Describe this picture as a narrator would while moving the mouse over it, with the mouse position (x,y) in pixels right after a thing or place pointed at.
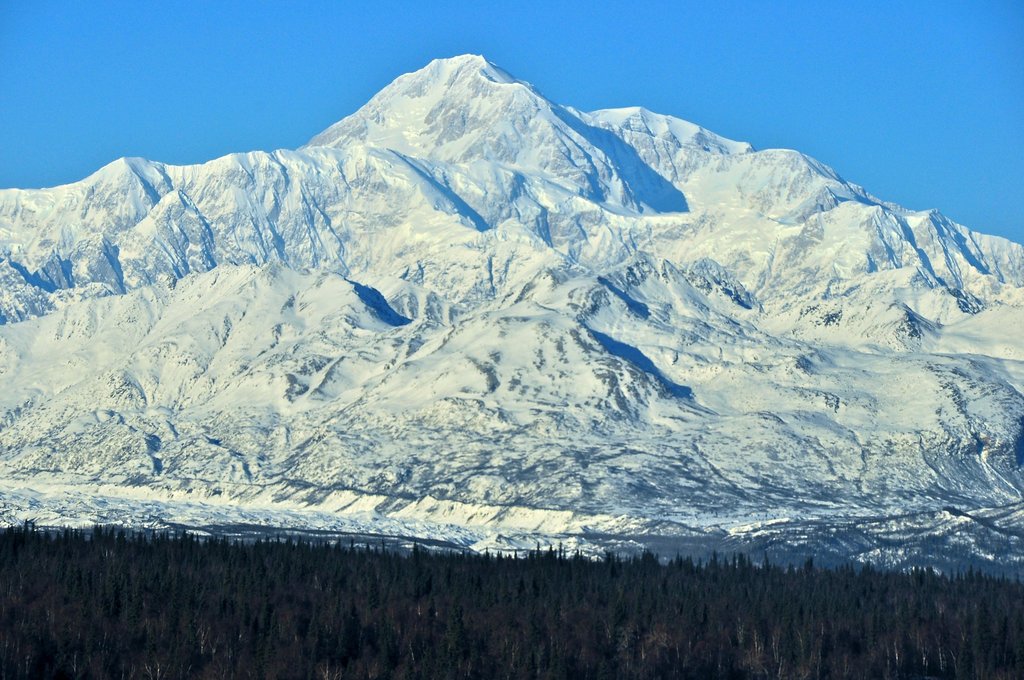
In this picture we can see trees (442,596) and snowy mountains (698,232). In the background of the image (832,141) we can see the sky (905,46) in blue color.
